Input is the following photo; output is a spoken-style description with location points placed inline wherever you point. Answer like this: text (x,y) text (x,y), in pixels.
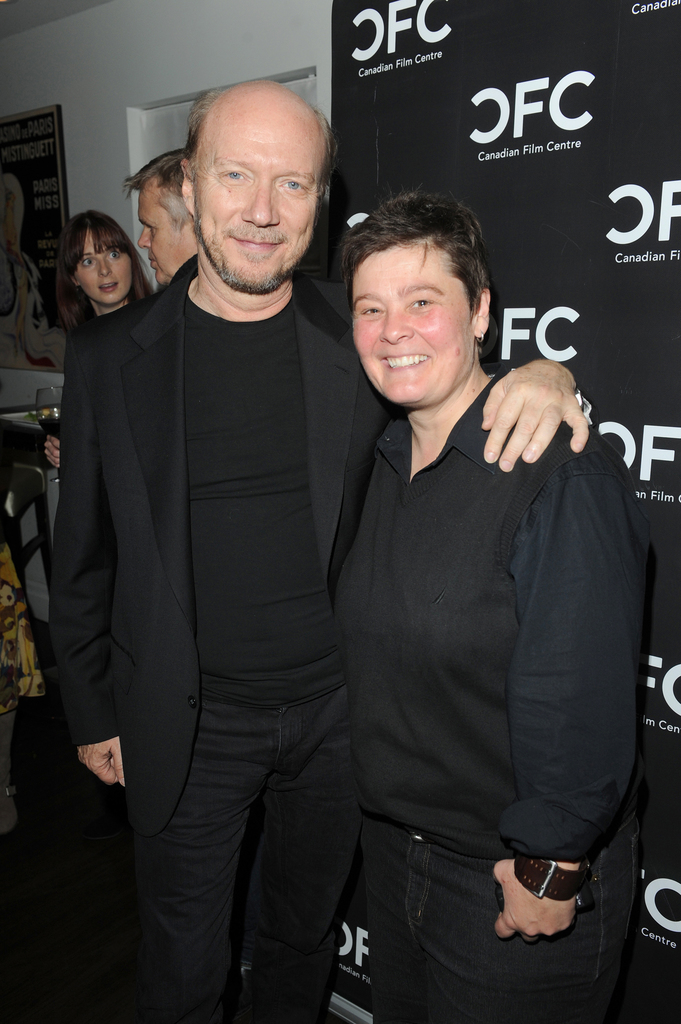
In this image there are two men (210,448) and two women (106,285) standing, the woman (72,263) is holding a glass (43,398), the woman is holding an object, there is a board (558,247) towards the right of the image (571,315), there is text (554,312) on the board (545,198), there is a wall (202,80) behind the persons (456,810), there are objects (33,480) towards the left of the image (39,496), there is a photo frame (43,223) on the wall (54,39), there is text (30,153) on the photo frame (37,163), there is a roof (49,7) towards the top of the image (43,22).
